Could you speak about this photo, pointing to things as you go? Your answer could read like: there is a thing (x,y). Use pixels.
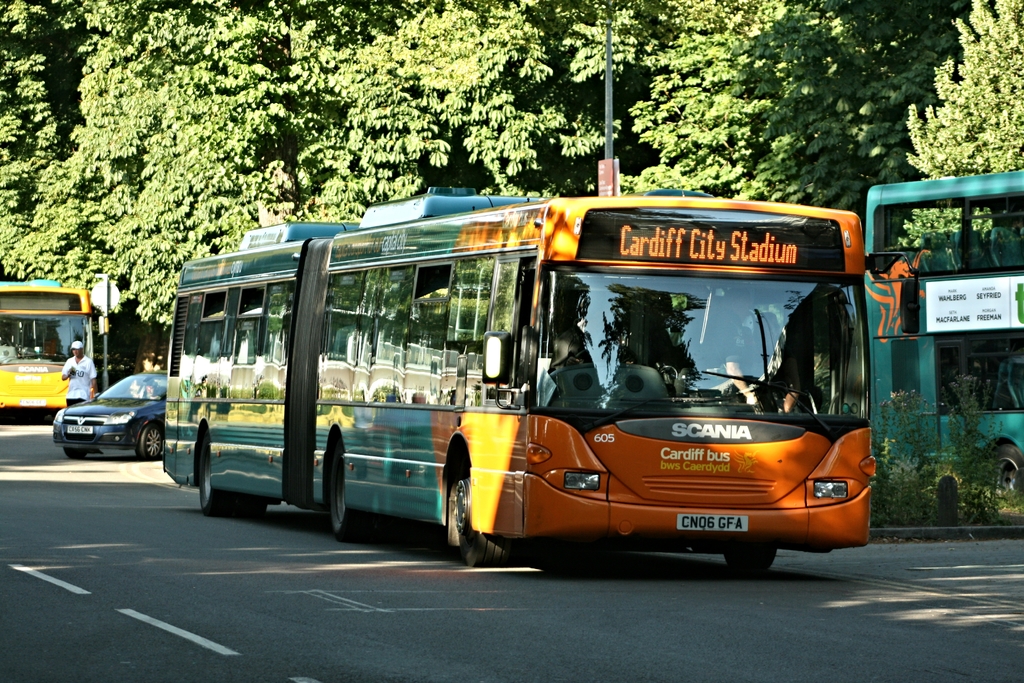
In this image I can see few buses (272,329), a car (152,442), few poles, few boards (1015,320), number of trees (956,60), shadows (186,647) and over there I can see one person (84,359) is standing. On these boards (116,292) and on the buses (396,373) I can see something is written.
